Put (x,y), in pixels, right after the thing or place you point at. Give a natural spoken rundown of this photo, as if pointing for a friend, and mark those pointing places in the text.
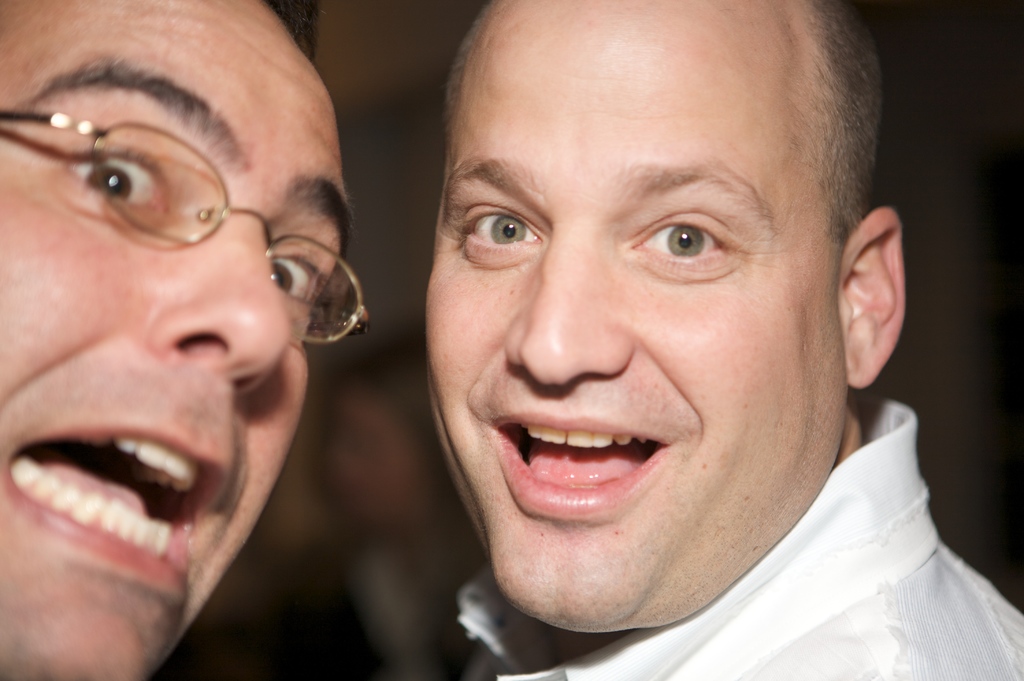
In this image we can see two men (447,330). In that a man (173,514) is wearing spectacles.
